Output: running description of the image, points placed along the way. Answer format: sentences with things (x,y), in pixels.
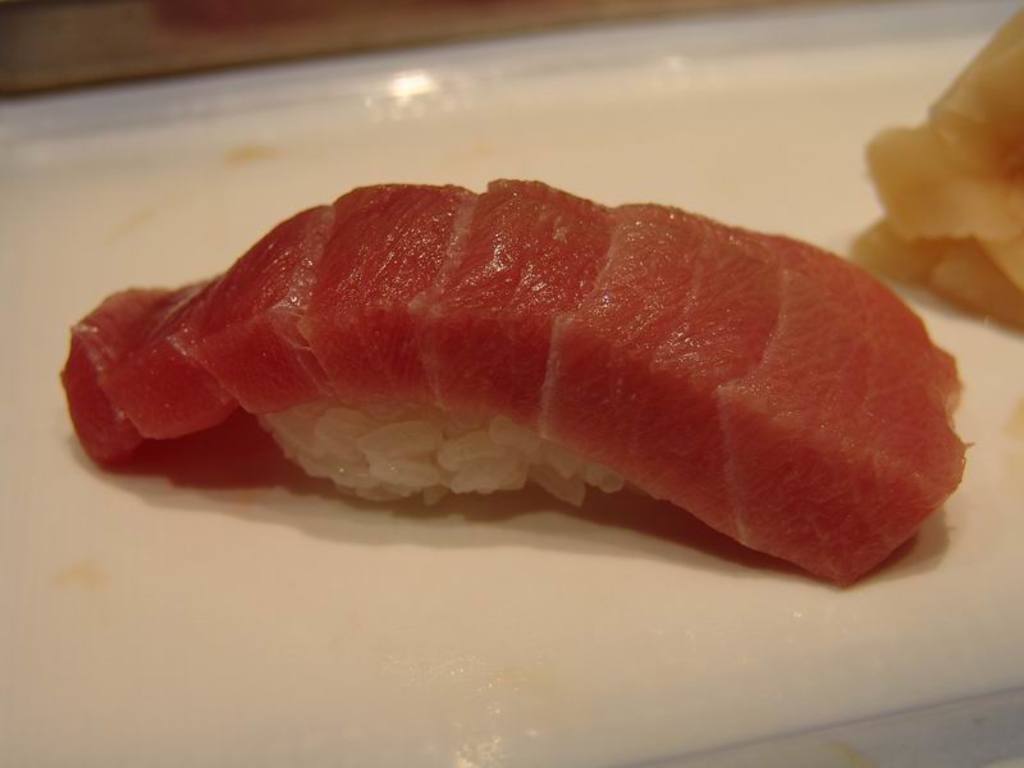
In this image we can see a plate (210,90) containing food (634,222).
